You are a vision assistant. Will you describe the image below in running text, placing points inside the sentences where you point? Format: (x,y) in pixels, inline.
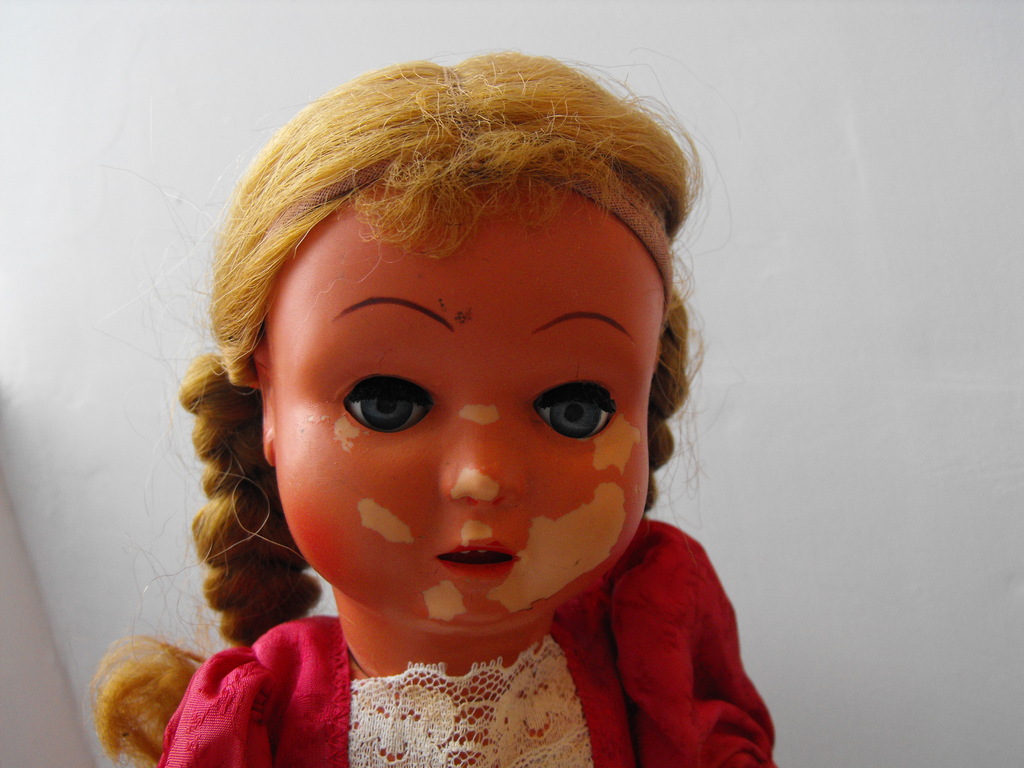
Here in this picture we can see a doll (397,348).
